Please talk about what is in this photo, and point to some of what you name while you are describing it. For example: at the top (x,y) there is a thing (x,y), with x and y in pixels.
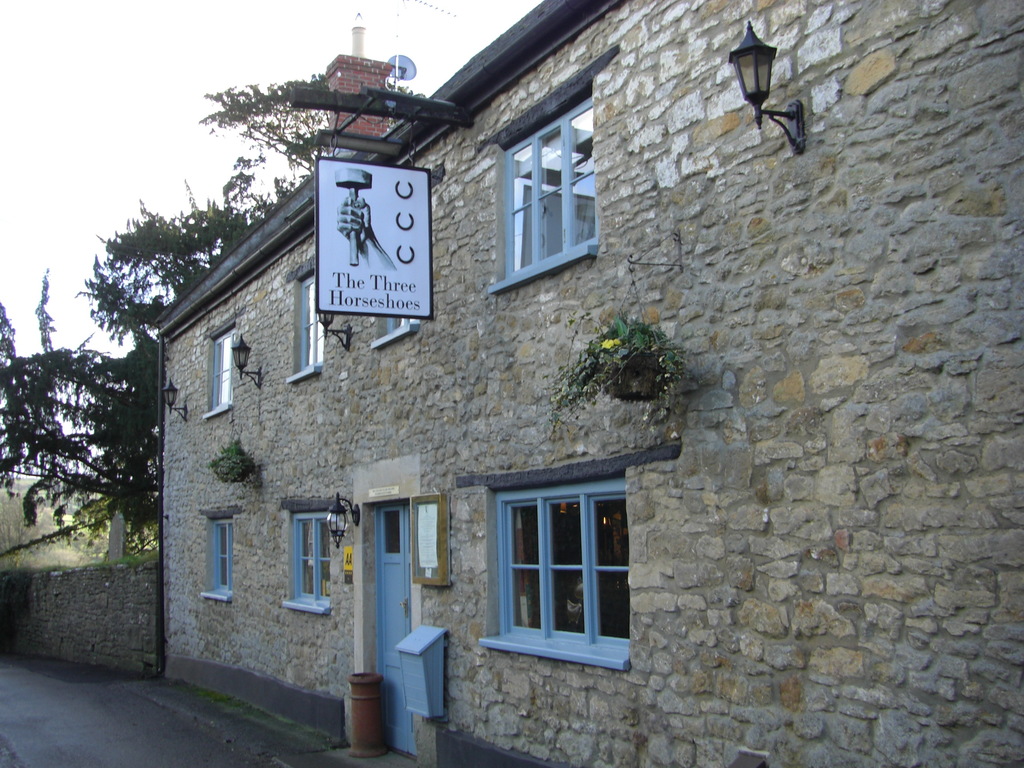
In this picture we can see a building (372,415) with windows (529,203), lights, plants (607,372), a door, and a board (360,281). On the left side of the building (194,499) there is a wall (34,572) and trees (78,411). Behind the trees (151,242) there is the sky (134,89).
